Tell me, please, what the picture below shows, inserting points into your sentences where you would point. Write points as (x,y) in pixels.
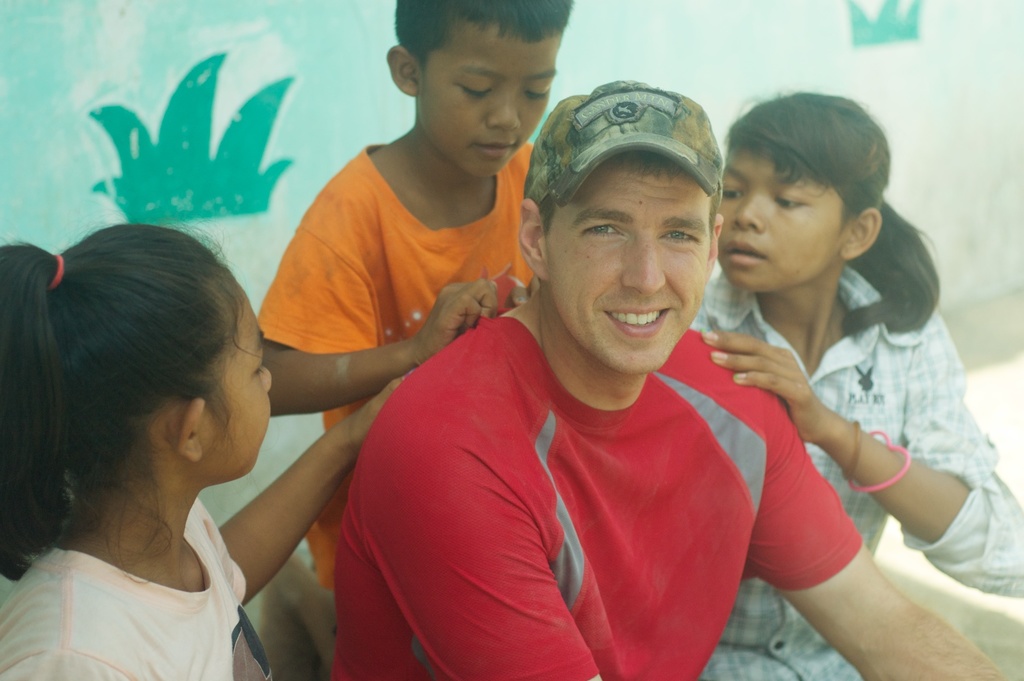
In this picture we see a man (651,341) sitting along with 3 kids (896,233).
